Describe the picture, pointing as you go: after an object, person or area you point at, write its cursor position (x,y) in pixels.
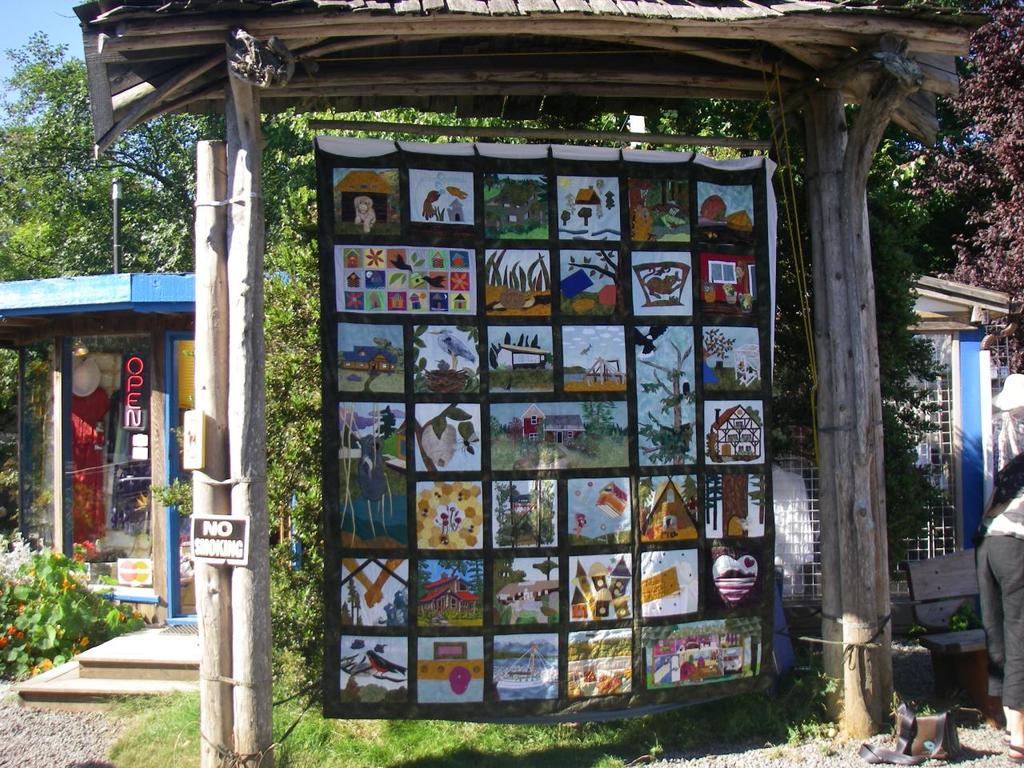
In this image I can see a shelter (693,40), under the shelter (693,40) I can see a banner (474,183), on which I can see images of buildings (533,418), trees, animals (366,204), flowers (375,256), hill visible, on the left side (73,373) I can see a shop (99,420) in front of it I can see plant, in the background (1003,213) I can see trees (55,194), on the right side (1001,575) I can see the fence (948,518), persons (1003,491), bag (925,752) visible on the floor (734,755) at the bottom (949,742).
